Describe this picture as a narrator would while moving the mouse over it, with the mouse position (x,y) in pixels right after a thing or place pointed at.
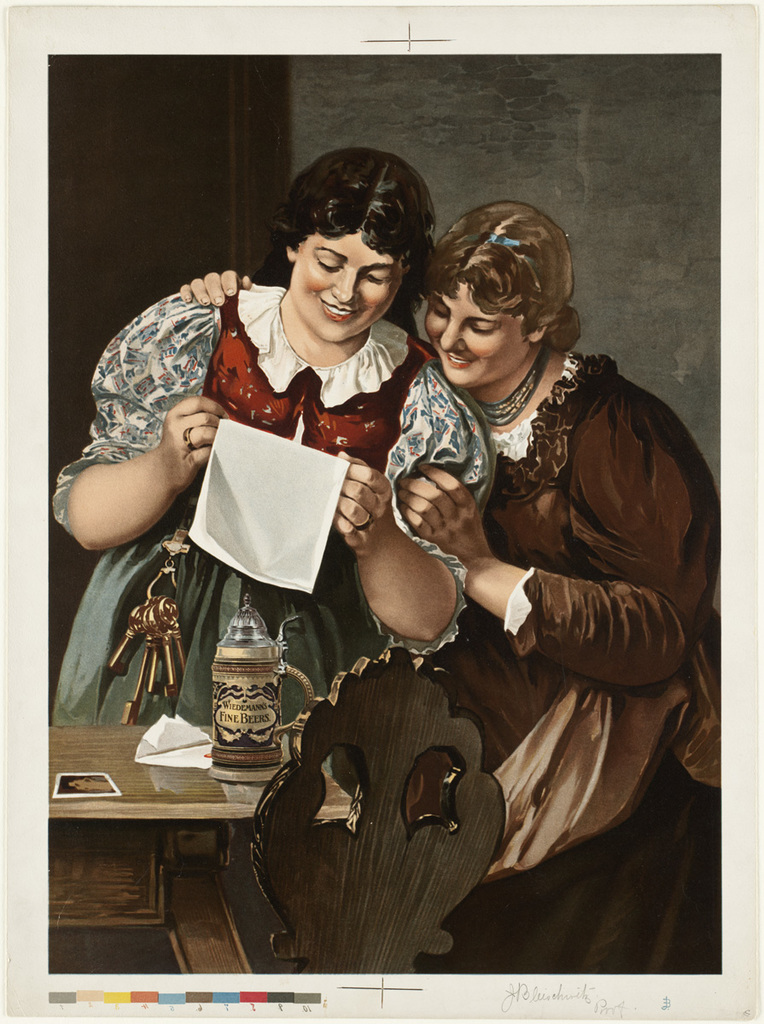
This is a painting of an image. In the image there are two ladies (417,433) standing. There is a lady (425,438) holding a paper (254,517) in the hand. And also there are a bunch of keys (170,616) with her. In front of them there is a table (141,812) with tissue (150,743), mug (237,723) and object (73,779) on it. And also there is a chair (367,812). In the background (602,219) there is a wall (523,173) with a door (251,172).
